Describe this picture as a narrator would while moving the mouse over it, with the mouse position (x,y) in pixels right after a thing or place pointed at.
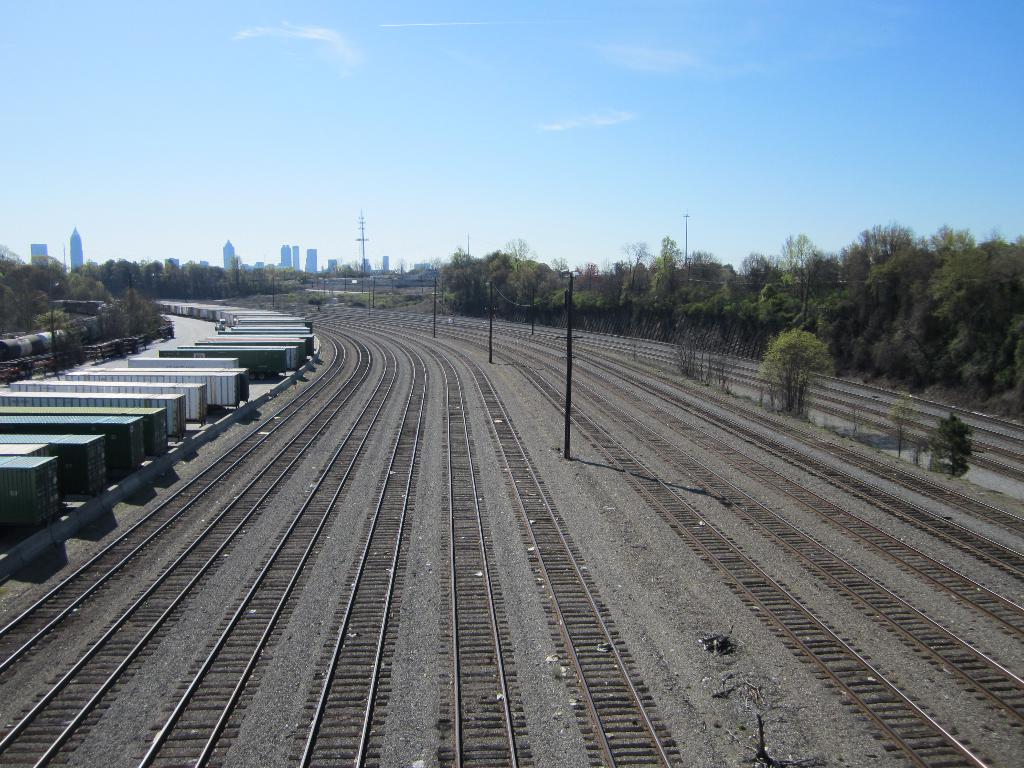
In this image I can see the track (509,496). To the side of the track (475,527) there are many poles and to the left (151,454) I can see many containers (203,416). In the back (898,350) I can see many trees (70,337), buildings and the blue sky (383,145).
